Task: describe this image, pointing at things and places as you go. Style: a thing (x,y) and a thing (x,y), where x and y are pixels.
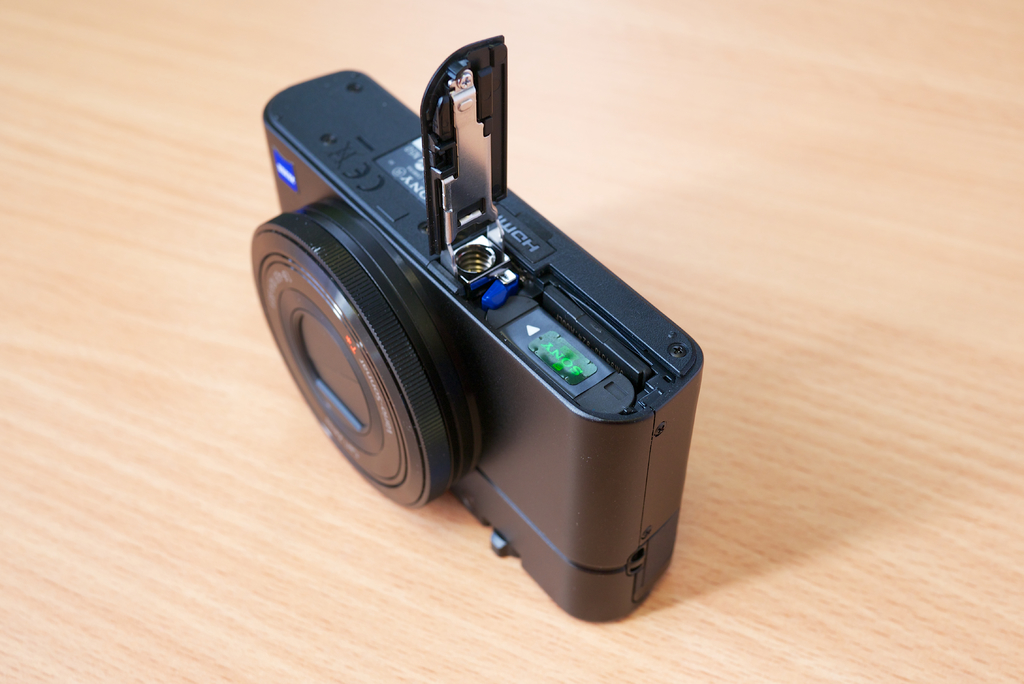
In this image, we can see a camera (548,408) on the table (785,602).
